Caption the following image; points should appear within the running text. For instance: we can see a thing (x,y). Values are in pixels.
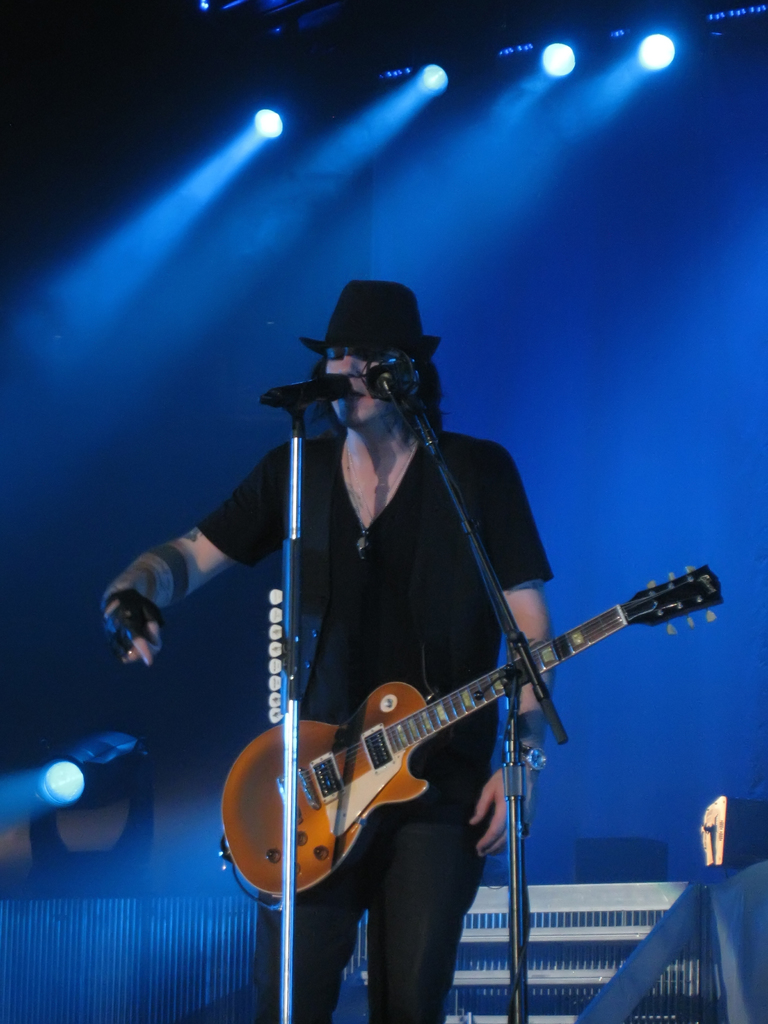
In this image, we can see a person (397,578) wearing a guitar (358,797) and standing in front of the mic (319,392). There are lights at the top of the image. There is a musical equipment (660,931) at the bottom of the image (558,977). There is an another light (131,850) in the bottom left of the image (72,889).
